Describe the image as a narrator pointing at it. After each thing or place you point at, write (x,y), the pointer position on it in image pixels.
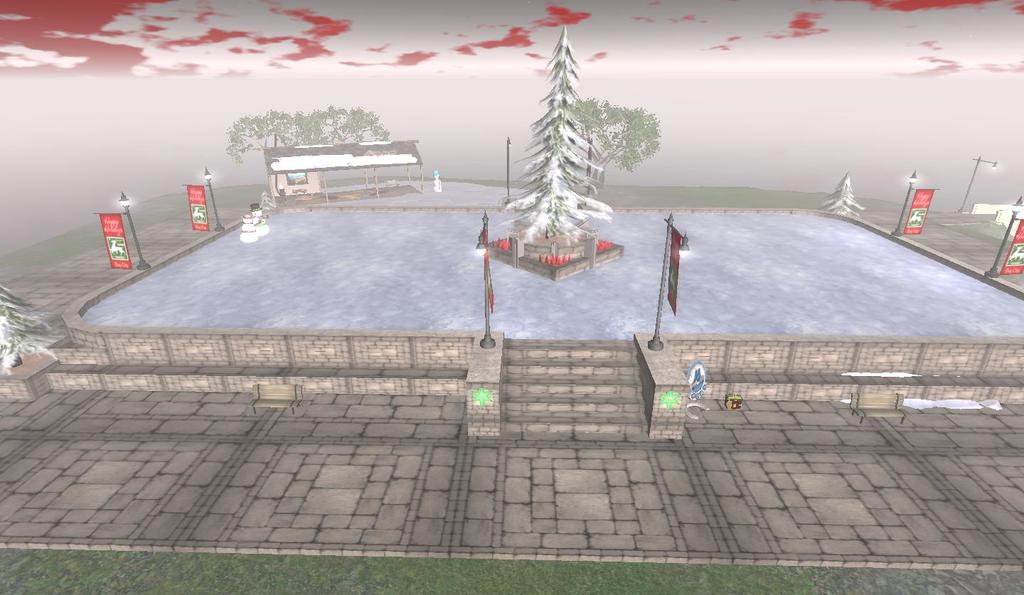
This is a graphical picture and in this picture we can see the ground (533,470), grass (251,564), trees (573,149), poles (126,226), posters (123,248), snowmen (260,233), shelter (313,157), some objects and in the background (132,25) we can see the sky (366,53).
